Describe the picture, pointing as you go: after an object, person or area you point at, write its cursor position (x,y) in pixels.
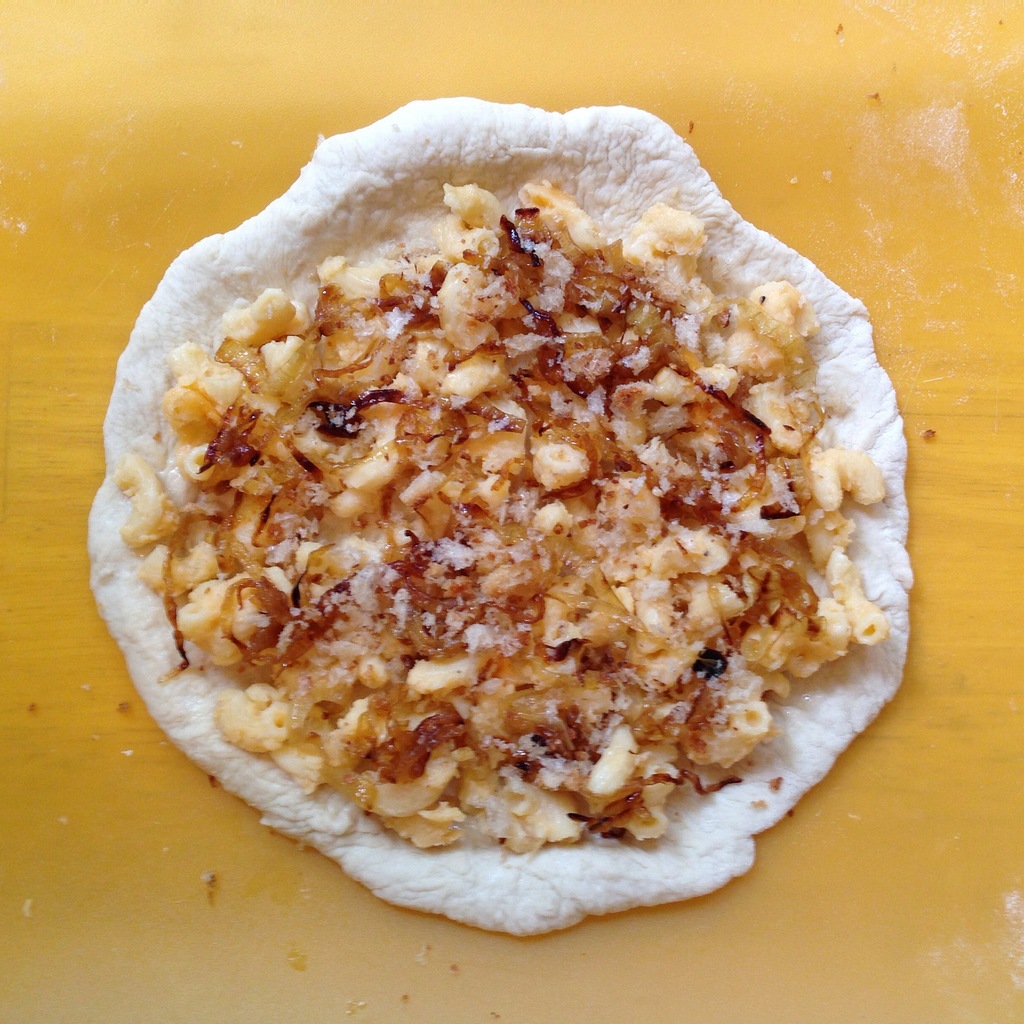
In this picture we can observe some food (524,579) placed on the yellow color table (106,210). The food (498,257) is in white and yellow color.
